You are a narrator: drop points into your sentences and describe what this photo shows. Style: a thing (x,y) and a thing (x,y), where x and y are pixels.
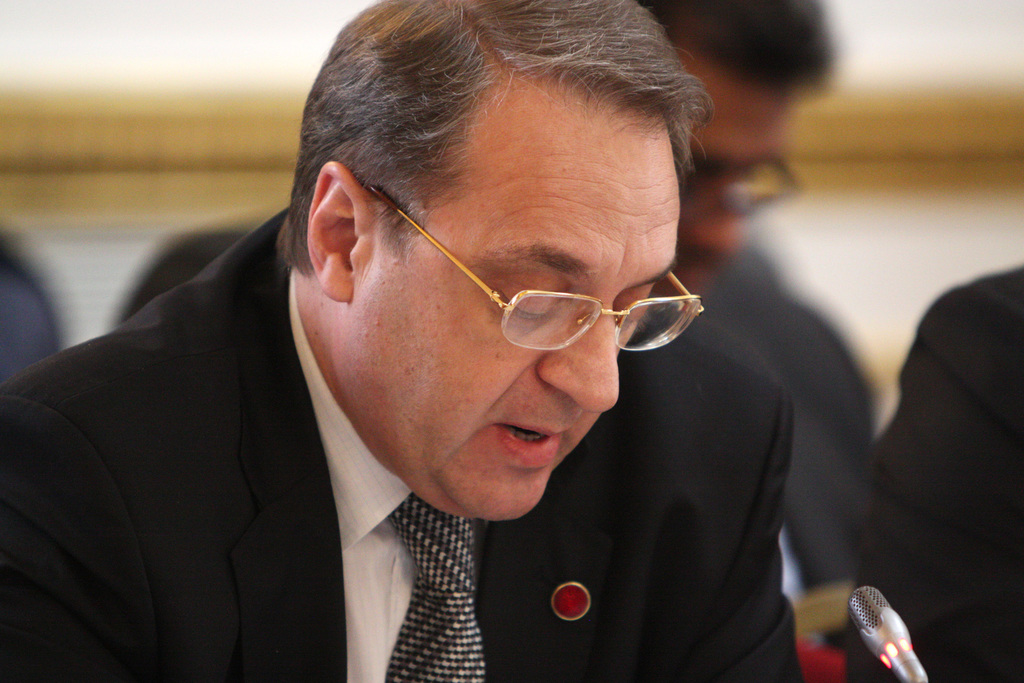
There is a man (524,440) wore glasses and we can see microphone (867,631). On the background (721,261) we can see persons (981,473) and wall (869,234).
